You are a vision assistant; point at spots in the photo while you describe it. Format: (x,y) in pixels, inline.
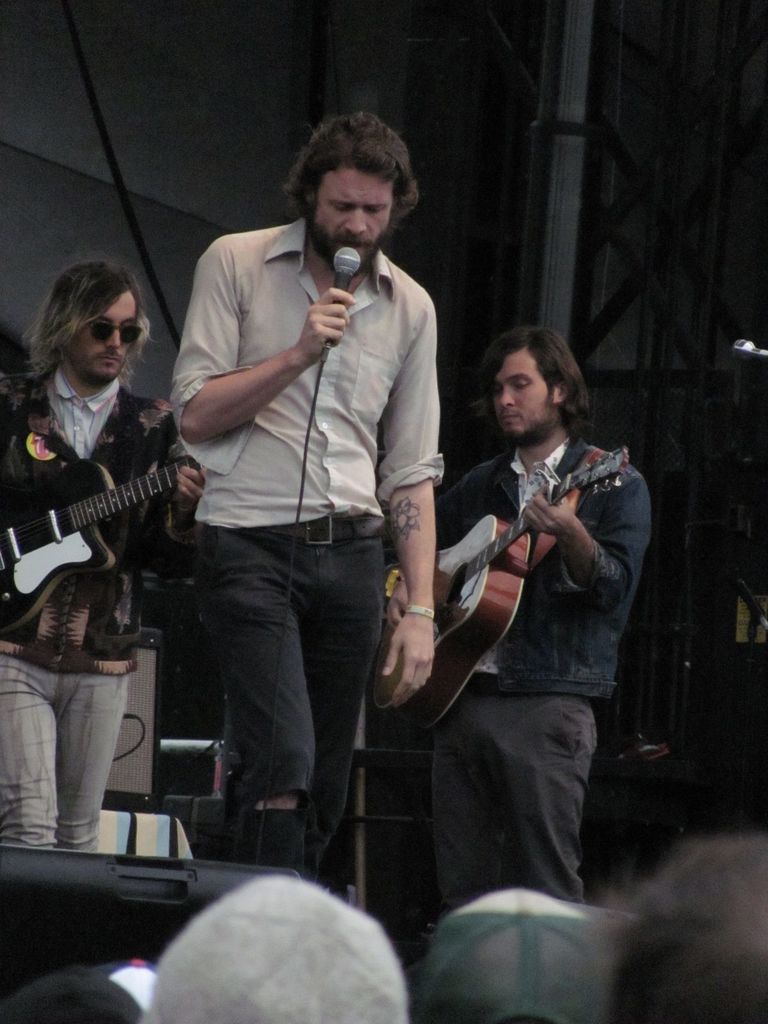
In this image, In the middle (256,395) there is a man (286,310) standing and he is holding a microphone (341,285) and he is singing in the microphone (324,353), There are some people (528,611) standing and holding the music instruments (46,536) and in the background (162,104) there is a dark stage structure (424,106), In the bottom (360,983) there are some people (590,972) standing and they are listening.
